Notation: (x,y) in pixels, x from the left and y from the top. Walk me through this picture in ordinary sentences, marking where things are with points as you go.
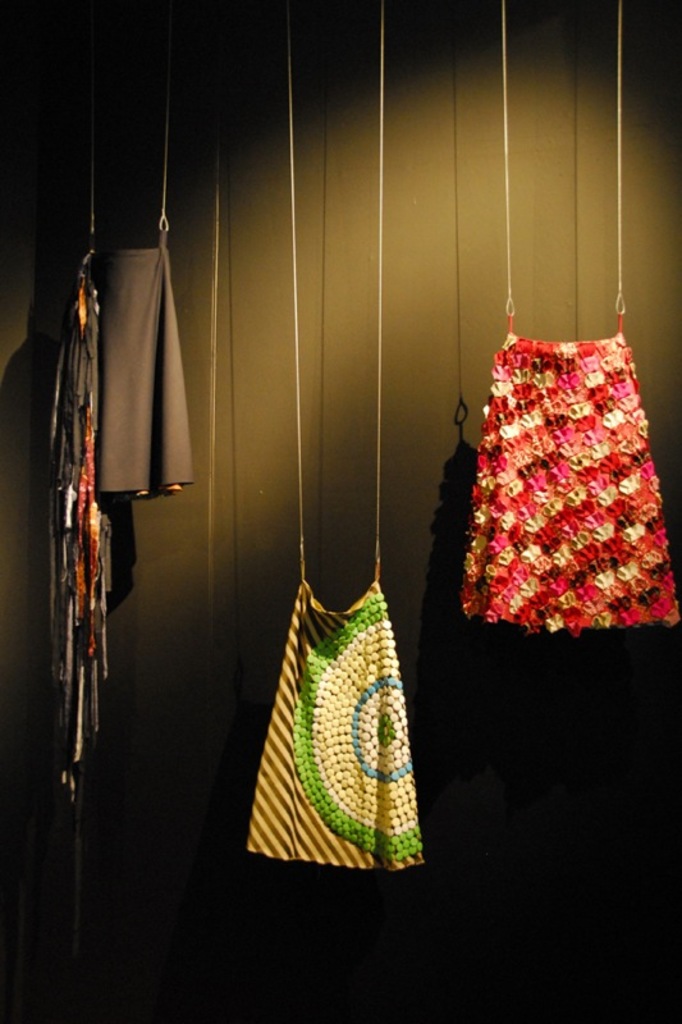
In this image we can see three different clothes (360,731) are hanging with the help of rope (165,188). Behind black color wall (440,230) is there.
